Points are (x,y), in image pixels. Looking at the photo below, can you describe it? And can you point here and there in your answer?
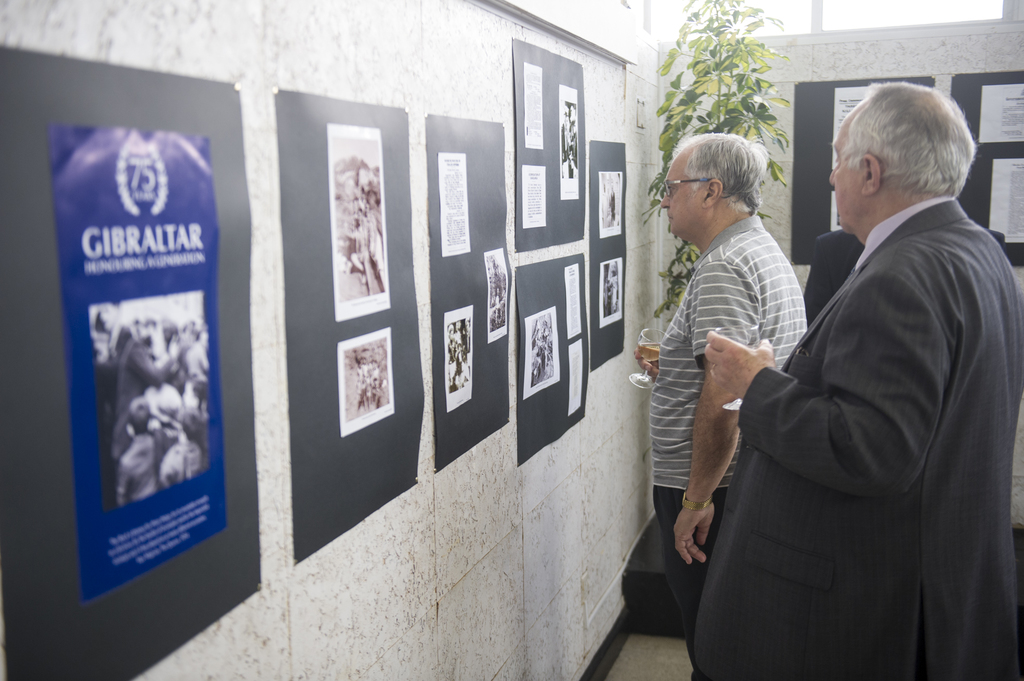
On the right side of the image (794,360) we can see people (765,297) standing and holding wine glasses (751,333) and there are posters (334,229) placed on the wall (499,680). In the background (740,38) there is a plant (728,28) and a wall (840,62).
